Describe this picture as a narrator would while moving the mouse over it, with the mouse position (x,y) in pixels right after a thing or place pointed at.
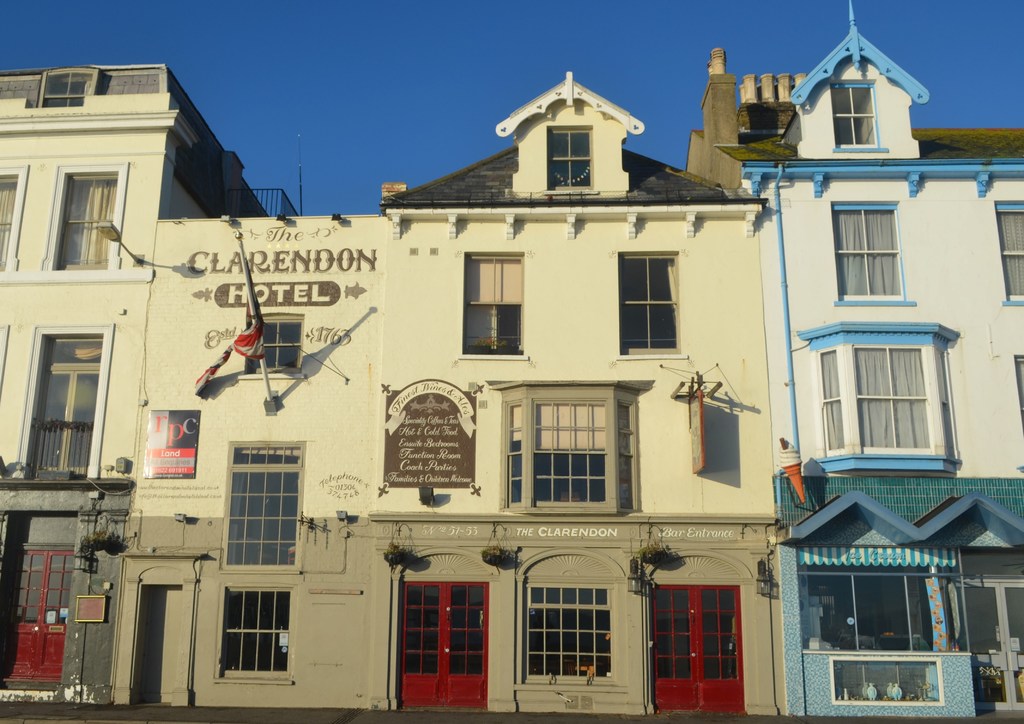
In this image I can see a building (316,594) in cream, white and blue color. I can also see few doors (55,594) in red color, a stall (806,657). Background (487,42) the sky (383,77) is in blue color.
